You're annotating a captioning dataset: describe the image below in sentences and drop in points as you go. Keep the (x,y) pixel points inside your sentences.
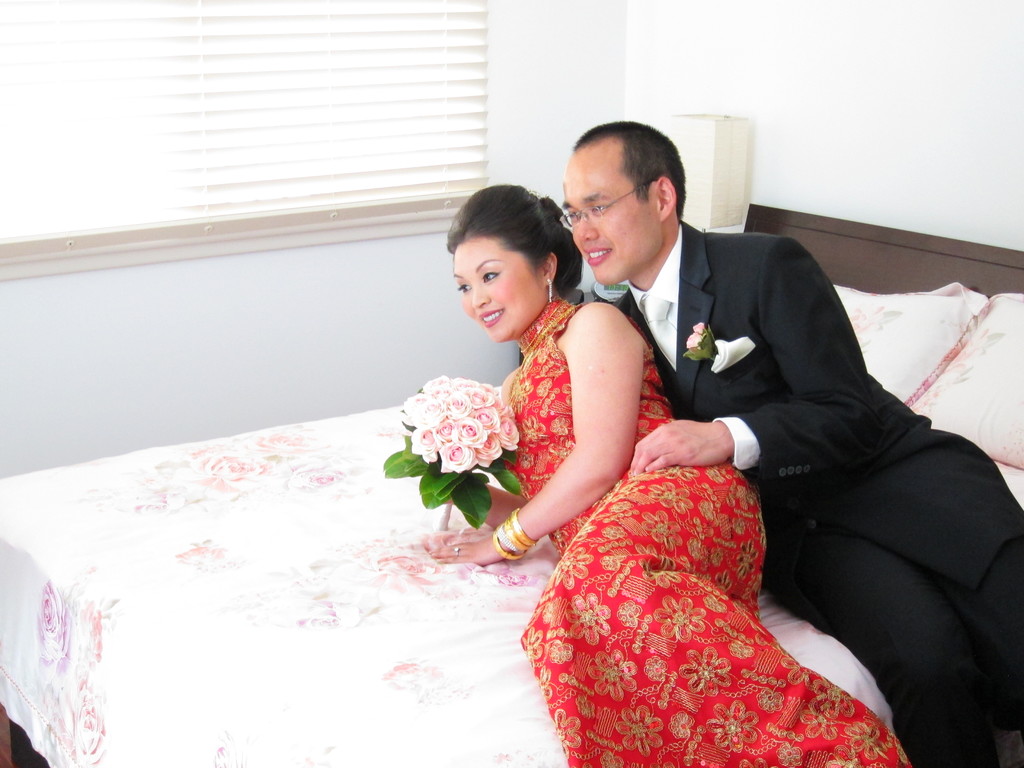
In this image, we can see persons (618,510) on the bed (314,614). There are pillows (980,372) on the right side of the image (989,382). There is a window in the top left of the image (272,81). There are flowers (481,407) in the middle of the image (442,476).
